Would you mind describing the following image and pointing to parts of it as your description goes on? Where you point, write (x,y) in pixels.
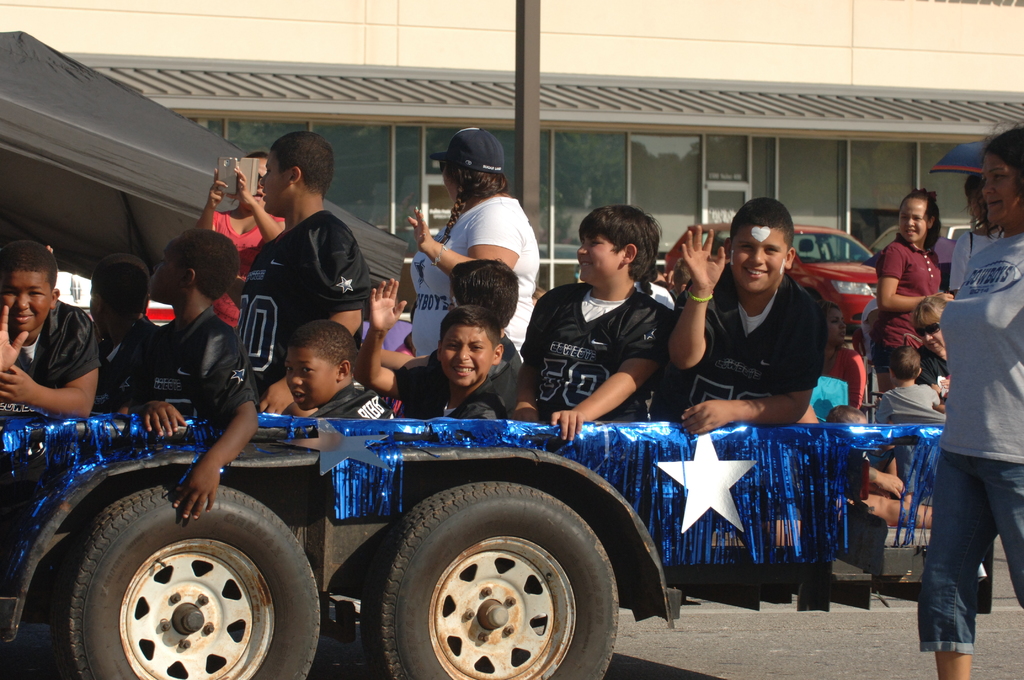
In this image there are some people (337,369) who are sitting on trailer (851,432) and on the right side (974,289) there are some persons (970,288) who are standing. In the background (398,118) there is a house (568,74) and pole (521,142), at the bottom (746,625) there is a road (802,627).
